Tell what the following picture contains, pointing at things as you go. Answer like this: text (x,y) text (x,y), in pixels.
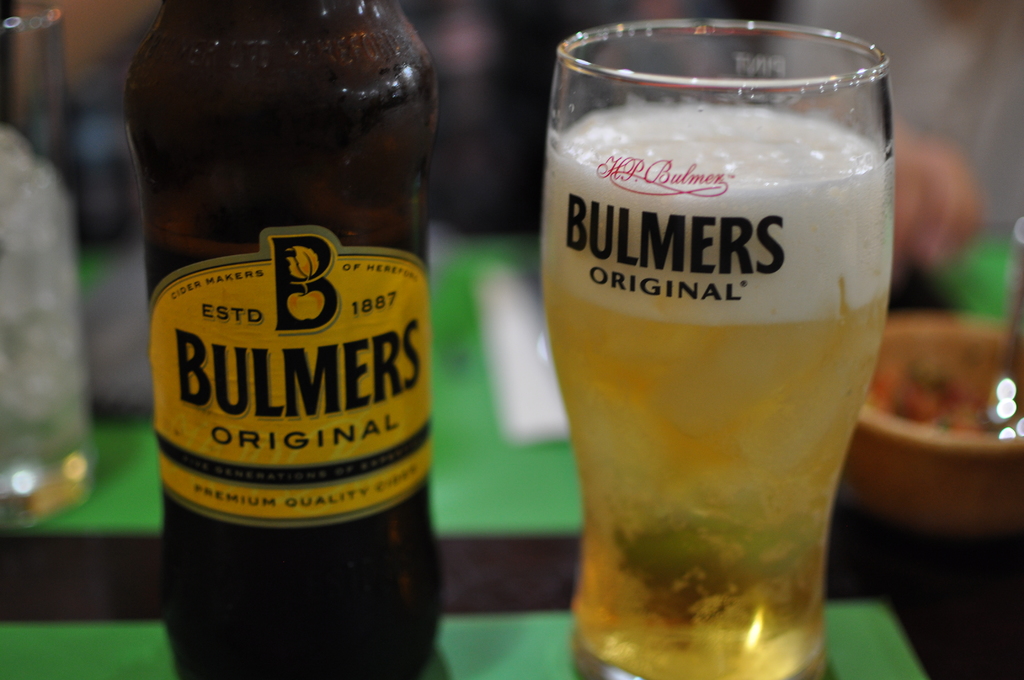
In this image, glass (689,346) filled with cider (743,510). Beside that we can see a bottle (266,223). there is a sticker (256,395) on it. We can see a table mats (504,468) that is in green color. Right side (929,465), there is a bowl (886,459). Left side (36,290), there is an another glass (47,402). And bottom, we can see wooden table (77,552).
